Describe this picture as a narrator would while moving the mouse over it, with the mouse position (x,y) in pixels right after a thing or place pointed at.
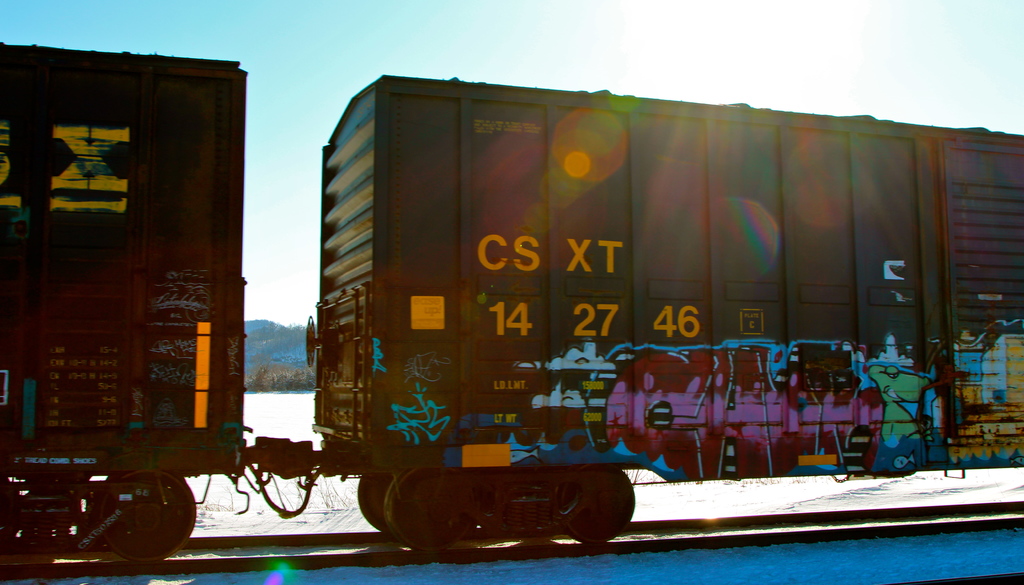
In this image, I can see the train (680,480) in the foreground (433,122), and in the background (291,206), I can see the sky (333,64), and at the bottom (688,521) I can see the snow (122,582) and the track (81,568).
